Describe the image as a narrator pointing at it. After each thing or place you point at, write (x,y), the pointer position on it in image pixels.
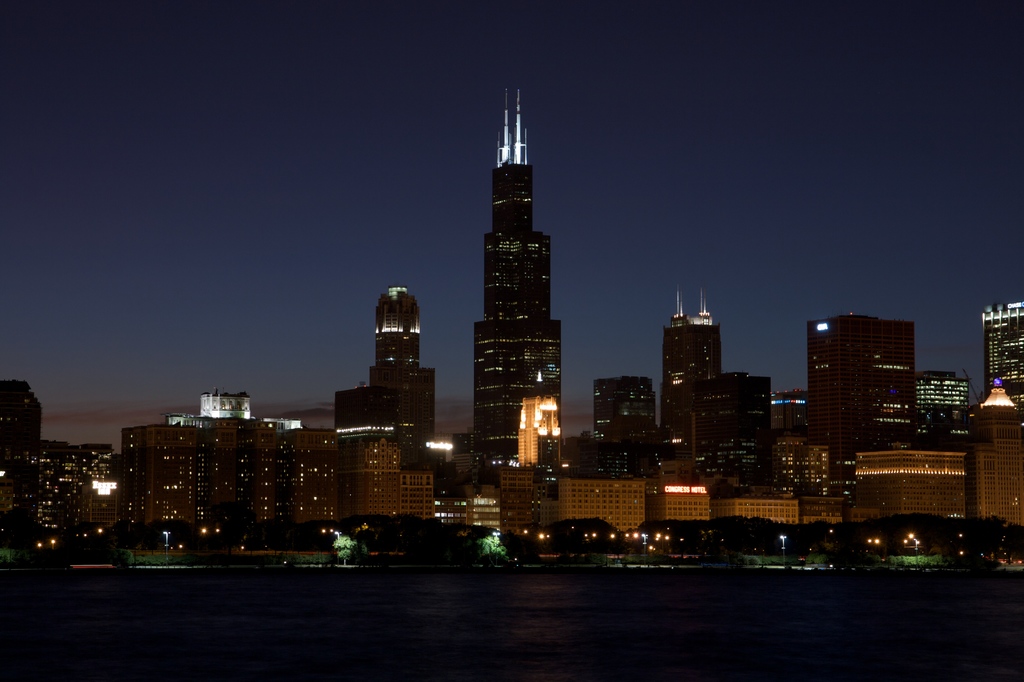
In this image, we can see buildings (697,450), lights (538,378), trees (758,538) and there are poles (784,545). At the top (646,122), there is sky (607,350) and at the bottom (414,616), there is water (643,639).
